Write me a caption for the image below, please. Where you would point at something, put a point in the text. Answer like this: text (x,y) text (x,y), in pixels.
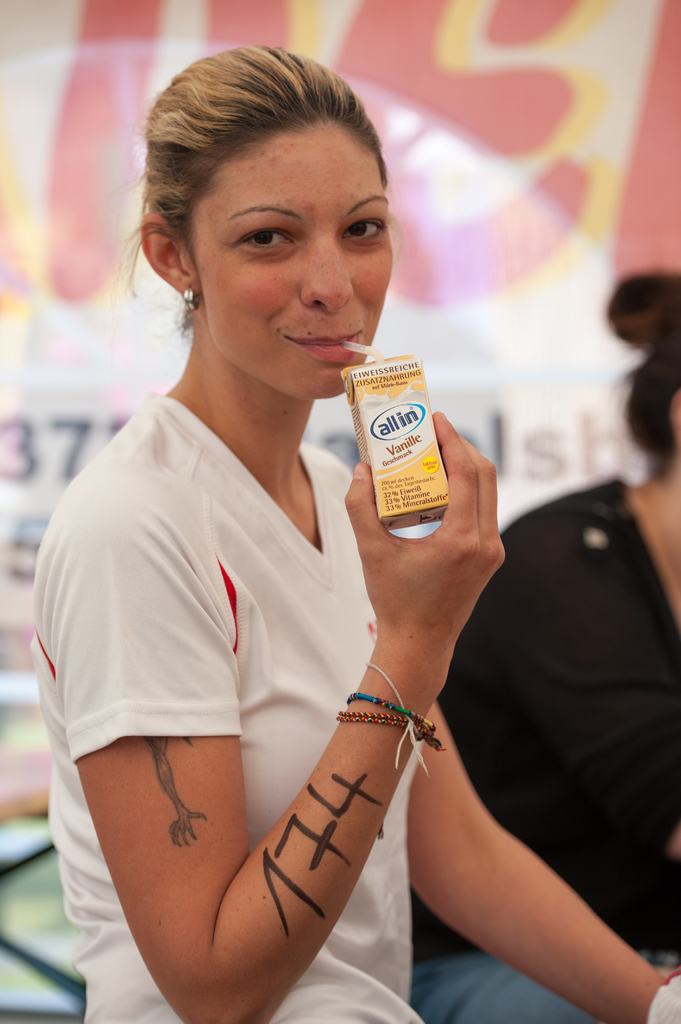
In this image there are two women's (533,749) in which a woman (203,630) wearing white T-shirt (353,959) is drinking a milkshake (387,423).
